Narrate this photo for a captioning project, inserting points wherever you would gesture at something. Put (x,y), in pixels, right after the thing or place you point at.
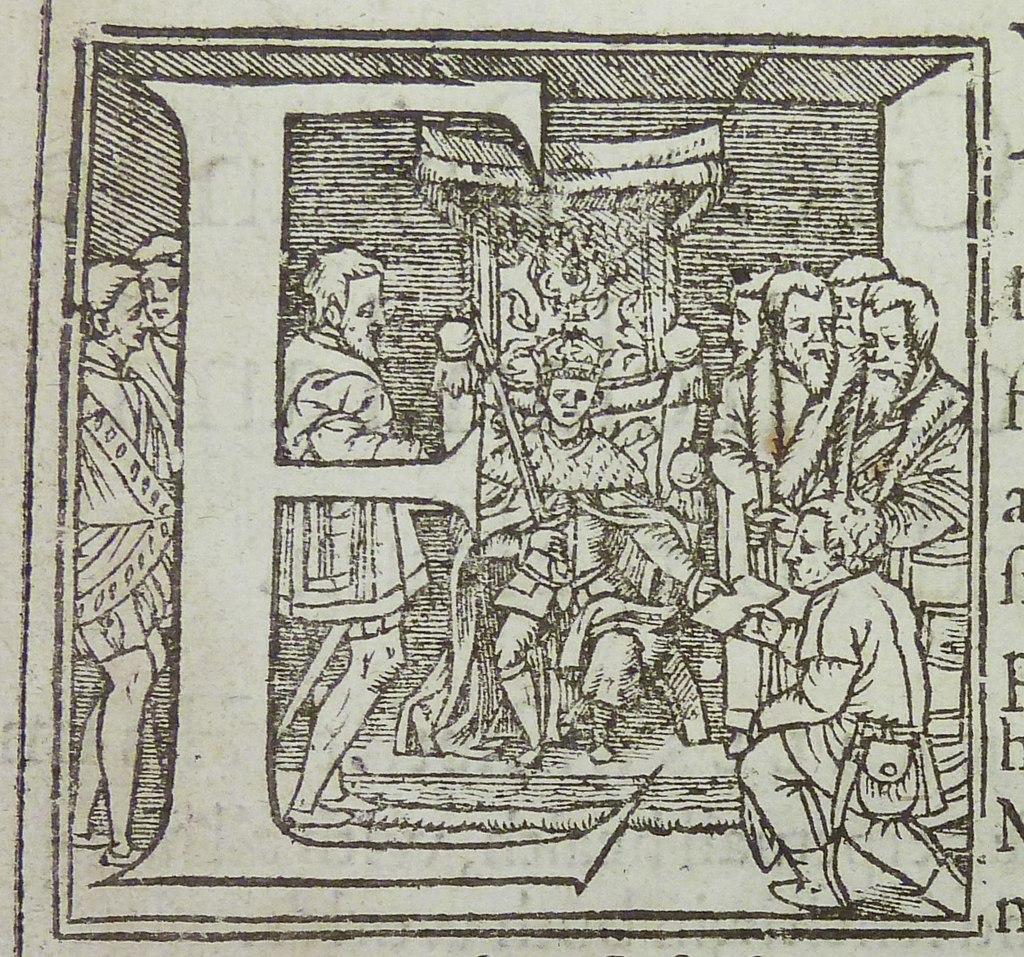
The picture is a drawing. In the center of the picture (580,464) there are people (402,444). On the right (1019,640) there is text (1005,743).
